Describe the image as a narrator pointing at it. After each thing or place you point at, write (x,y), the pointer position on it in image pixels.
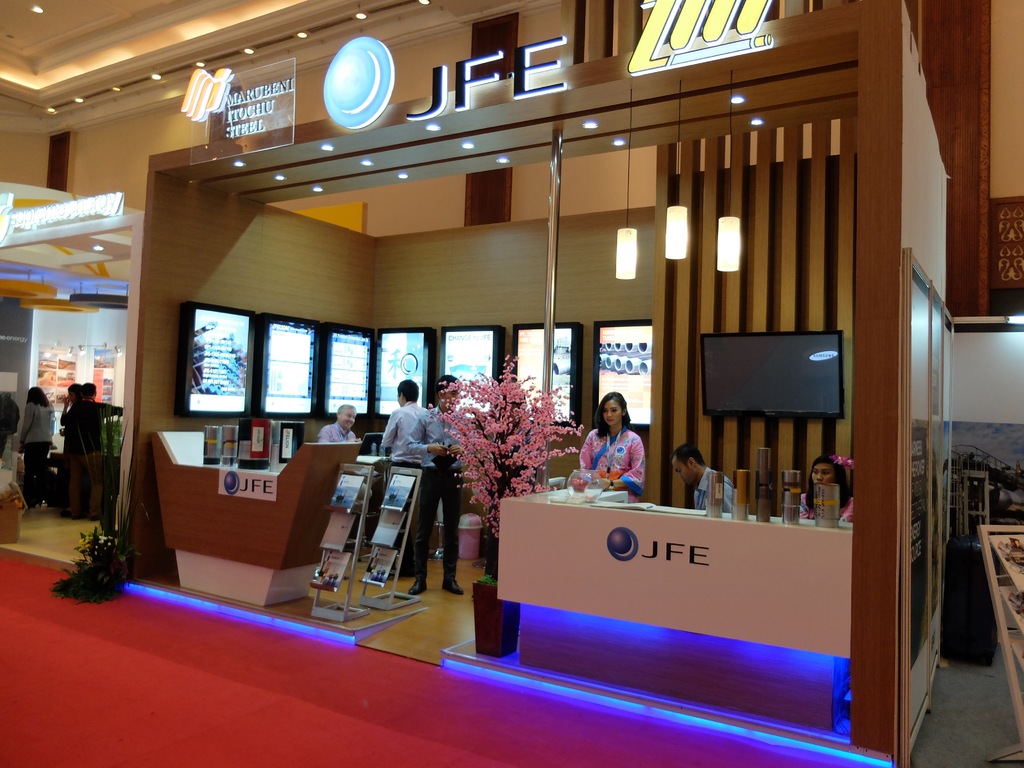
In this image I can see the inner view of the building (372,673). Inside the building (476,724) I can see the group of people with different color dresses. I can see few books (326,584) in the stand (394,606). In the background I can see the screens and the boards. To the left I can see the plant (109,558). I can see the lights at the top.
